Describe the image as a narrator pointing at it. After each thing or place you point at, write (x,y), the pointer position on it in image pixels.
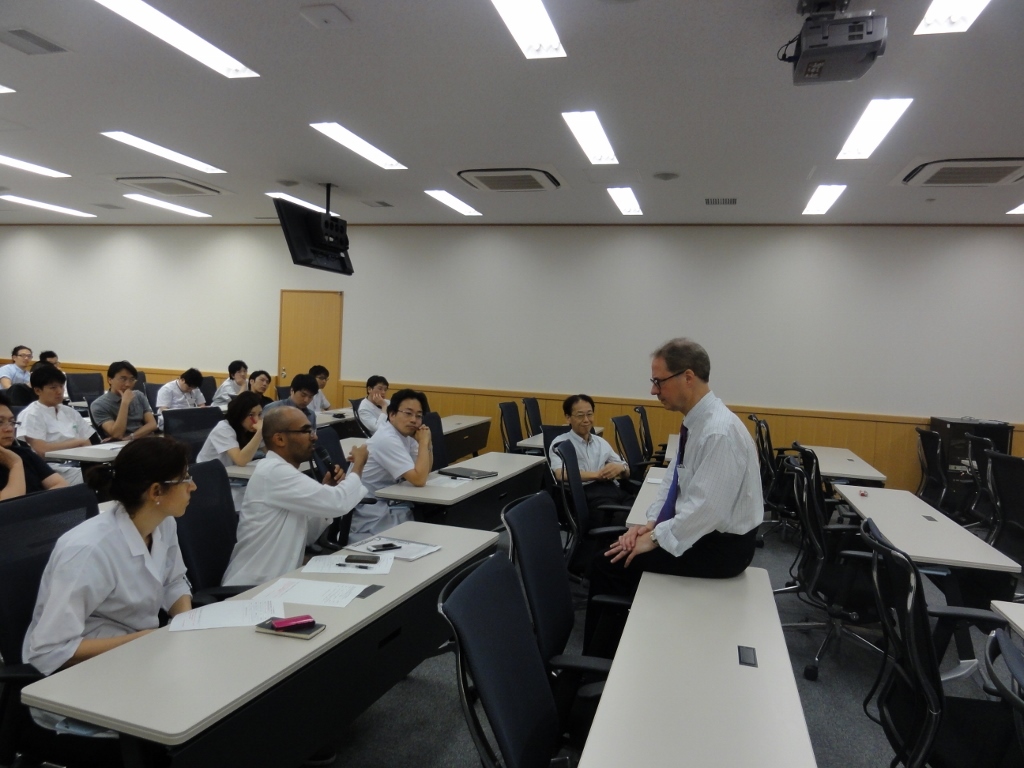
In the image we can see few persons (394,458) were sitting on the chair (276,391) around the table (485,542). On table (296,604) we can see papers (301,581) and some more objects (348,567). In the center (681,505) we can see one man (690,546) sitting on the table (693,581). And back we can see wall (511,337), door (297,333), monitor (342,263) and few objects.
